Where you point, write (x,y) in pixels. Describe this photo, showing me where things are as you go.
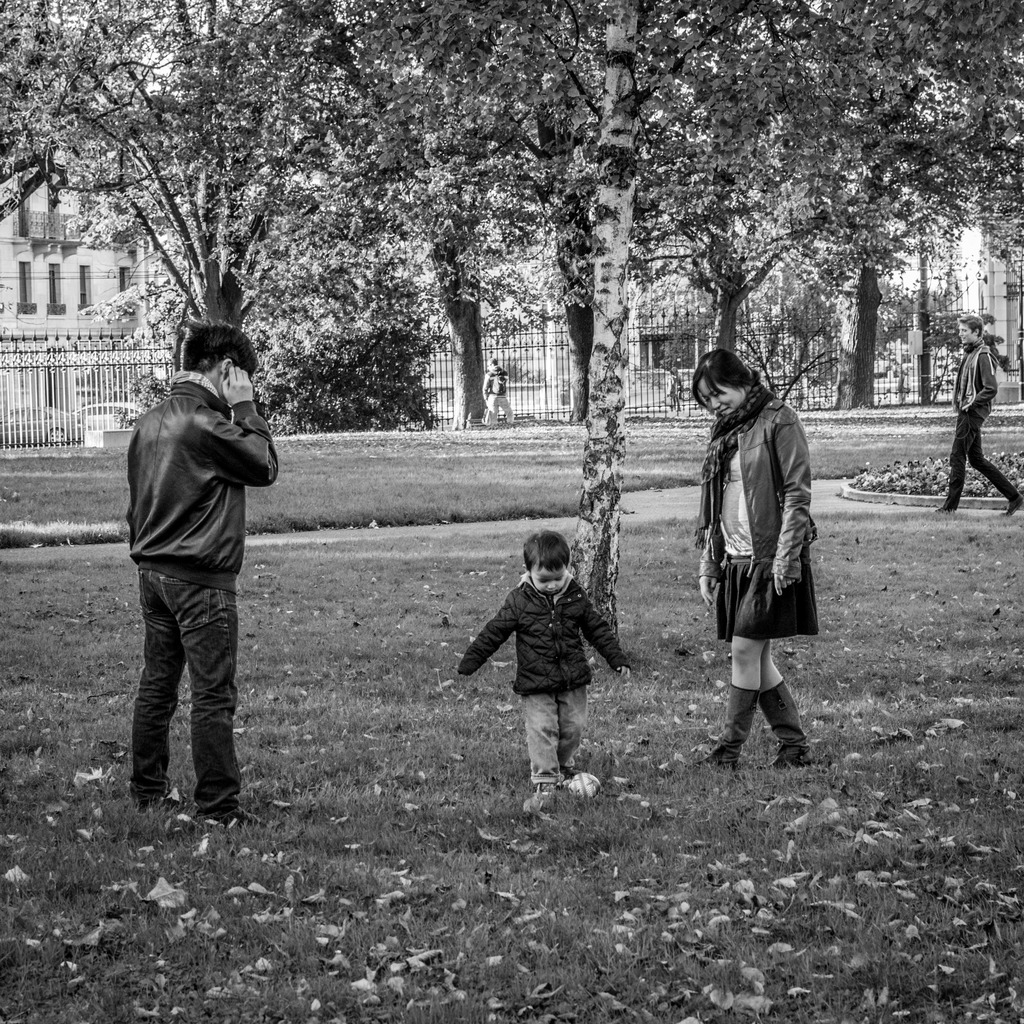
This is the picture of a place where we have some people (548,636) on the grass floor (624,555) and behind there are some trees (887,44), plants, buildings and a fencing (37,369).
